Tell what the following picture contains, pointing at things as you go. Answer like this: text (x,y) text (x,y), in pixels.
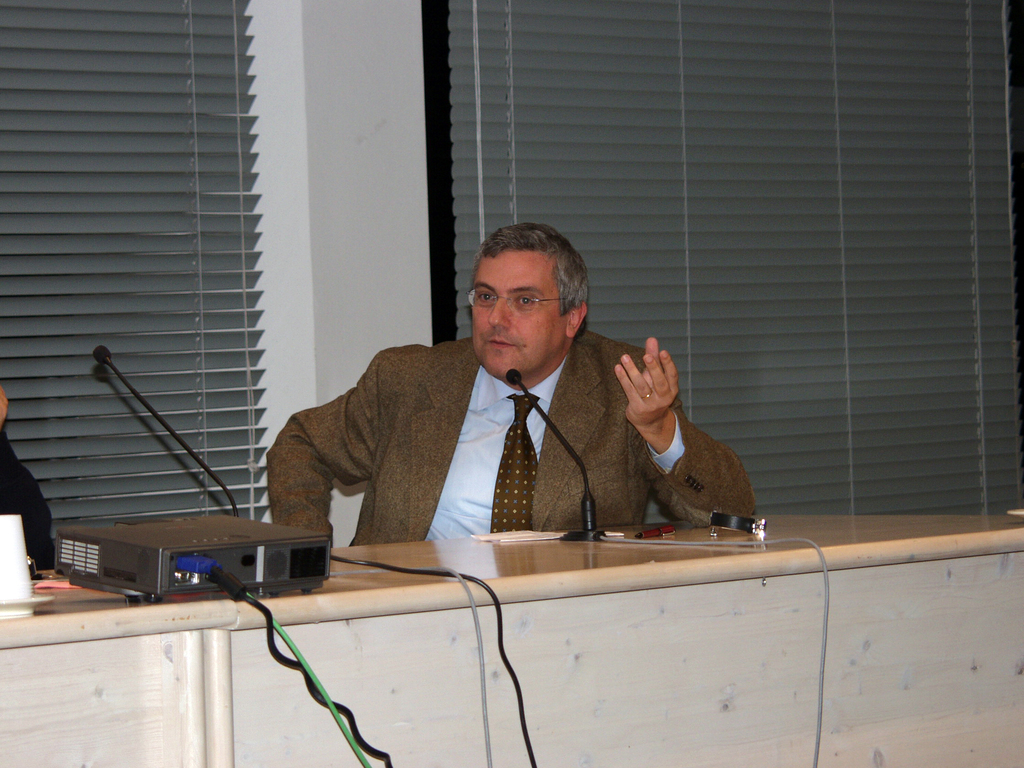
In this picture there is a man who is sitting in the center of the image (402,470) and there is a mic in front of him on a table (83,592), there are windows (178,304) in the background area of the image (462,173).
